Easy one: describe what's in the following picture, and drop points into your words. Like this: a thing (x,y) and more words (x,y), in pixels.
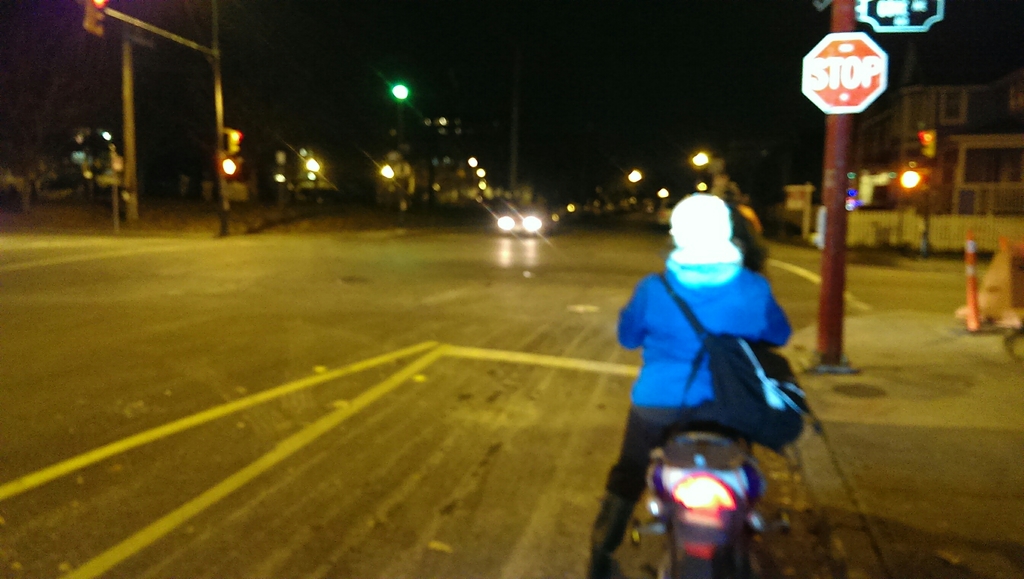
In this picture we can see a person (692,360) is sitting on a bike (699,497), on the right side (871,78) we can see a pole (850,170), two boards (861,92), a building (955,130) and traffic lights (929,155), there is a vehicle (525,222) traveling on the road (491,250), in the background (428,140) there are some lights (704,182), buildings (407,151) and poles (128,130), we can see a dark background (630,50).
